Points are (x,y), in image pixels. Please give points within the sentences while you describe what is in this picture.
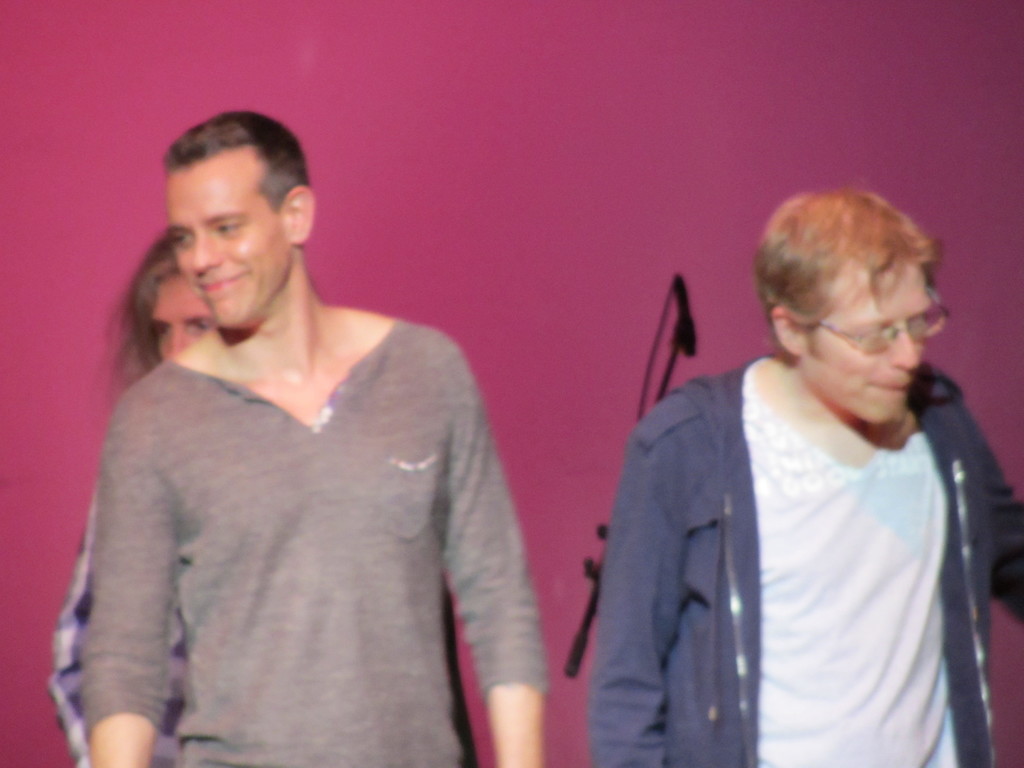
In this picture we can see three people (176,208) standing where a man (804,338) wore a spectacle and at the back of them we can see a mic stand (663,314), pink wall (563,311).
